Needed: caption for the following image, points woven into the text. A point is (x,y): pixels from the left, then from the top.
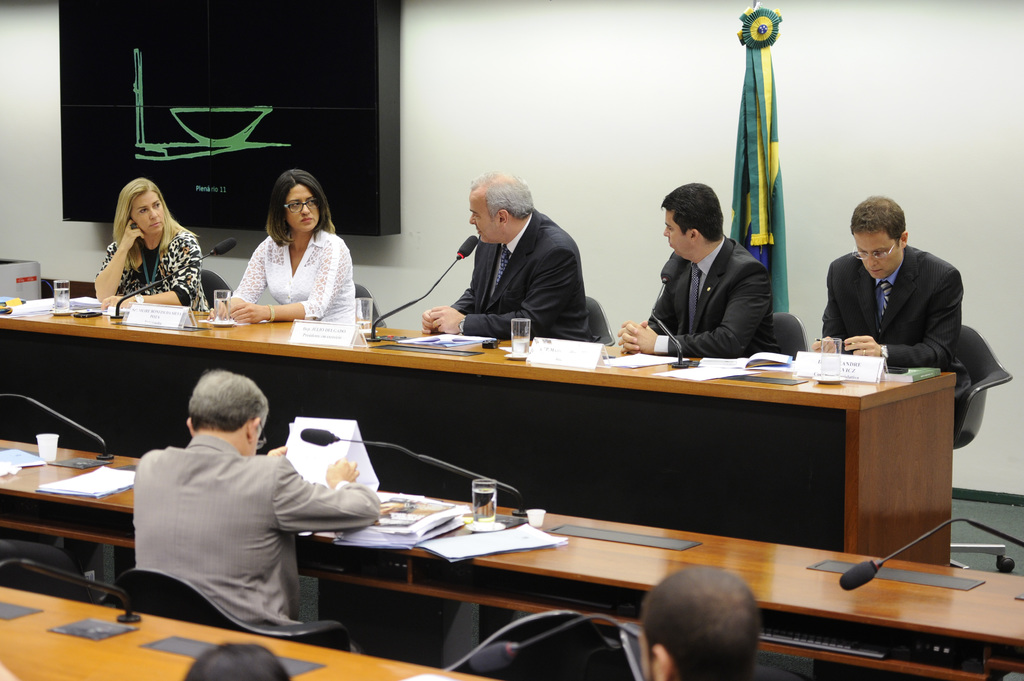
This persons (143,278) are sitting on a chair (588,641). In-front of this person (302,526) there is a table (556,367), on this table (756,461) there are glasses (518,329), mic (371,334) and books (753,360). Backside of this person (706,248) there is a flag (750,188). This person (221,400) is holding a paper (330,457). A blackboard (339,146) is on wall (444,110).
